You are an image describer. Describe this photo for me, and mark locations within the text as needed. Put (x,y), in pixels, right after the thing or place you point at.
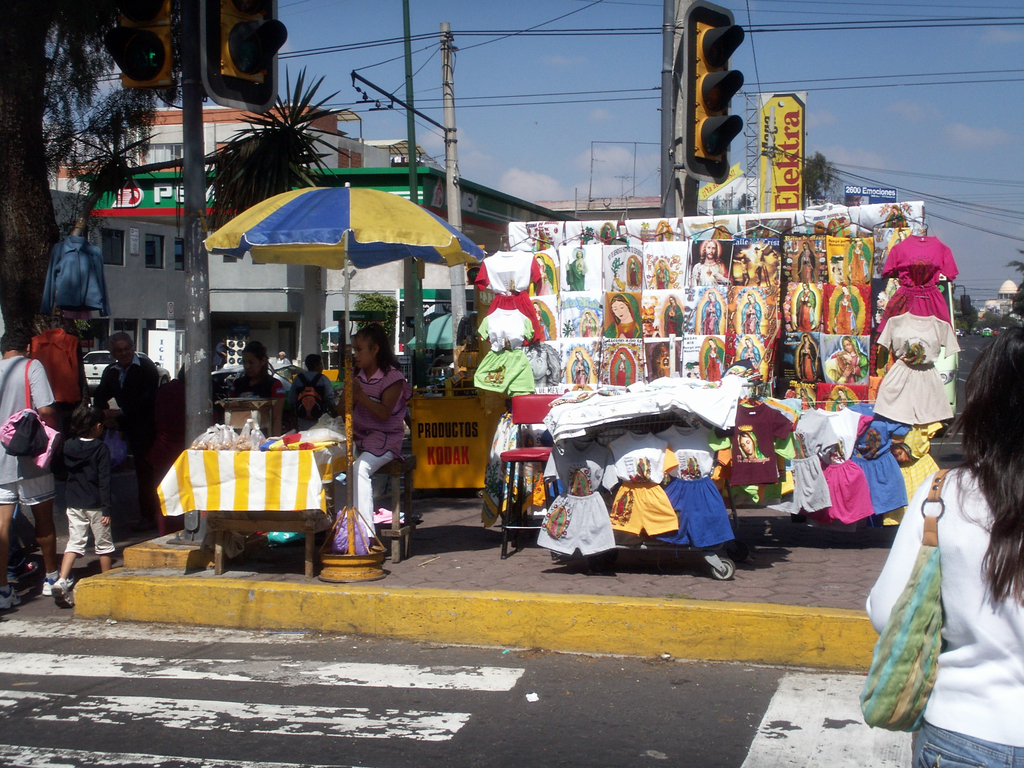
In this image I see the road (46,621) on which there are white lines (326,765) and I see the footpath (816,617) over here and I see a table (219,495) over here on which there are few things (281,446) and over here I see posters (704,300) and dresses (674,389) and in the background (15,322) I see the trees (80,6), poles (774,151), wires (378,39), traffic signals (266,33), buildings (161,138) and the sky (650,127) and I see a board (765,132) over here on which there are words (798,141) written.
